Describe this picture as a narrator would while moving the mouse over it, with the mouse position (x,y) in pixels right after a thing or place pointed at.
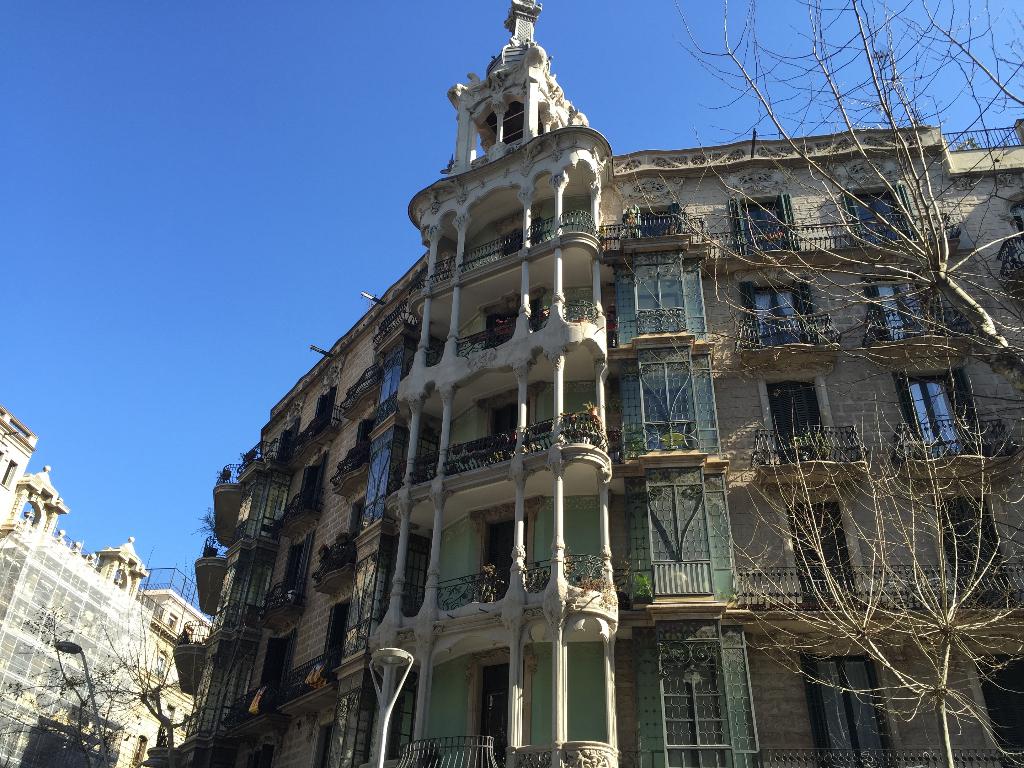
In this image there are trees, buildings (695,598), street light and in the background (161,237) there is the sky (130,439).
